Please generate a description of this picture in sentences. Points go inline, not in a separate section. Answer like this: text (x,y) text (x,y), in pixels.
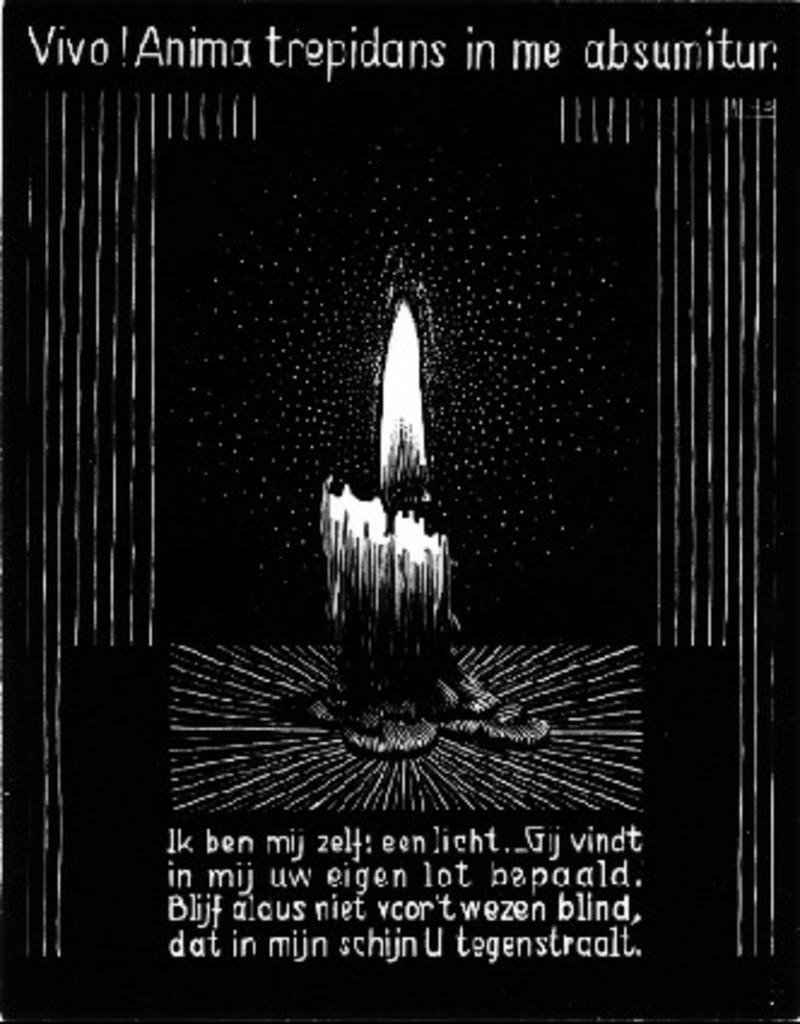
In this picture we can see cover page (368,464) of a book (340,353).
